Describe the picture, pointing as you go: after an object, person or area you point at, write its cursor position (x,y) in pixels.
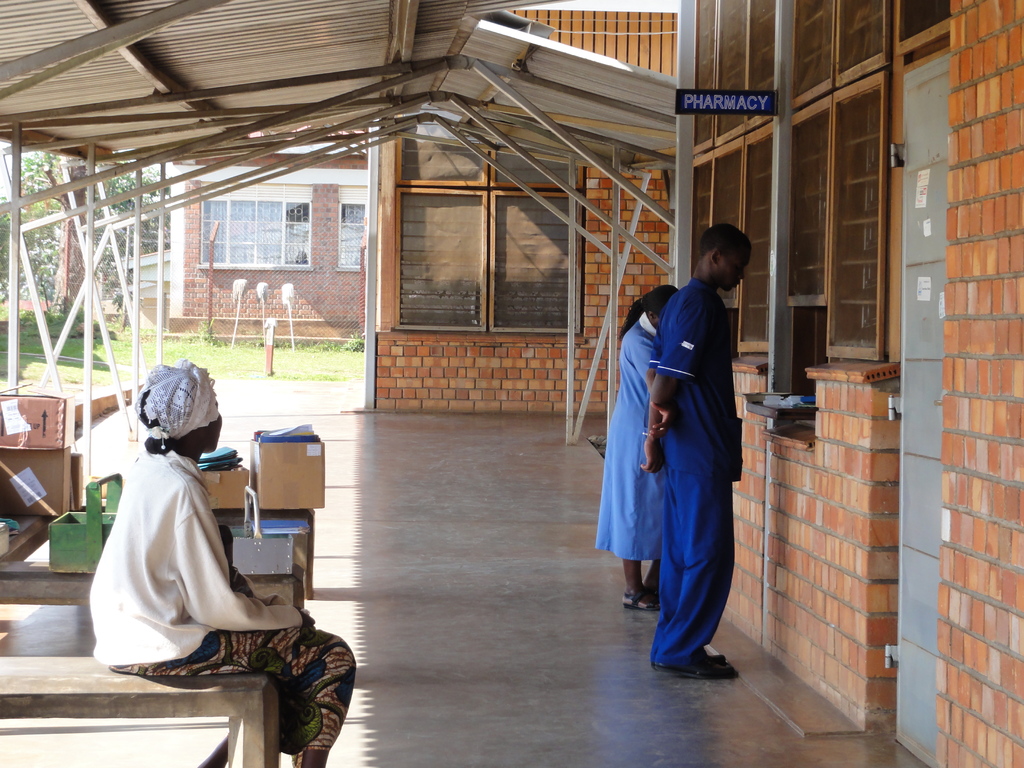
On the left (281,703) we can see one woman (215,552) sitting on the bench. On the right (708,536) we can see two persons (716,286) were standing. In the background (543,230) there is a brick wall (463,363), window (484,243), boxes (302,485), table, trees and grass (318,366).
